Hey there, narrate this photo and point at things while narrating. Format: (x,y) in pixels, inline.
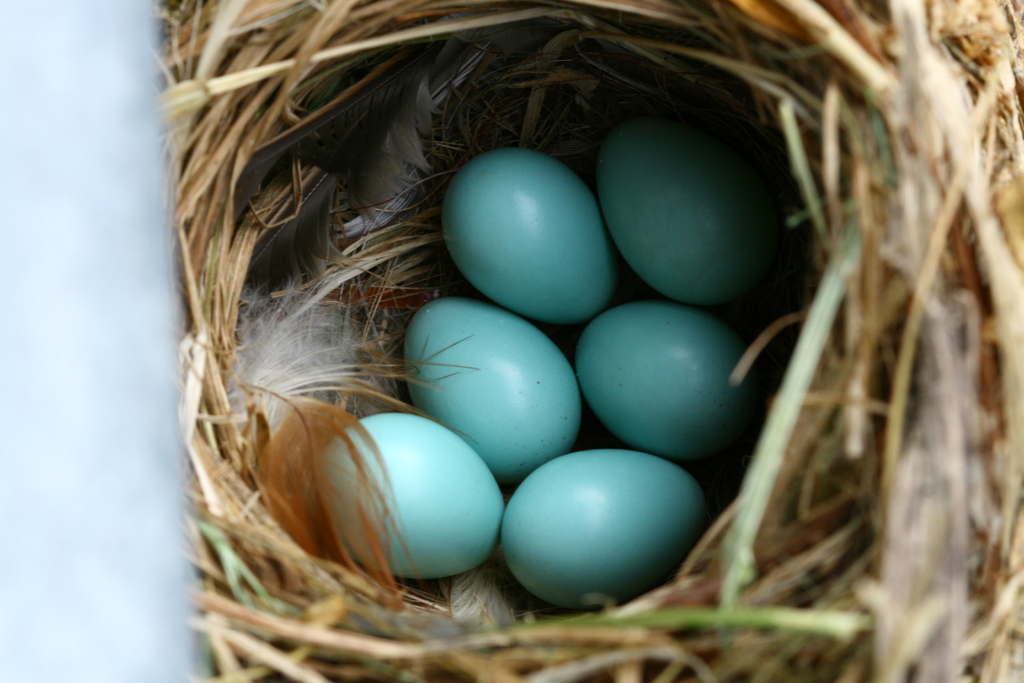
In this image I see a nest (995,486) and in the nest (779,222) there are 6 eggs (669,520) which are blue in color.
